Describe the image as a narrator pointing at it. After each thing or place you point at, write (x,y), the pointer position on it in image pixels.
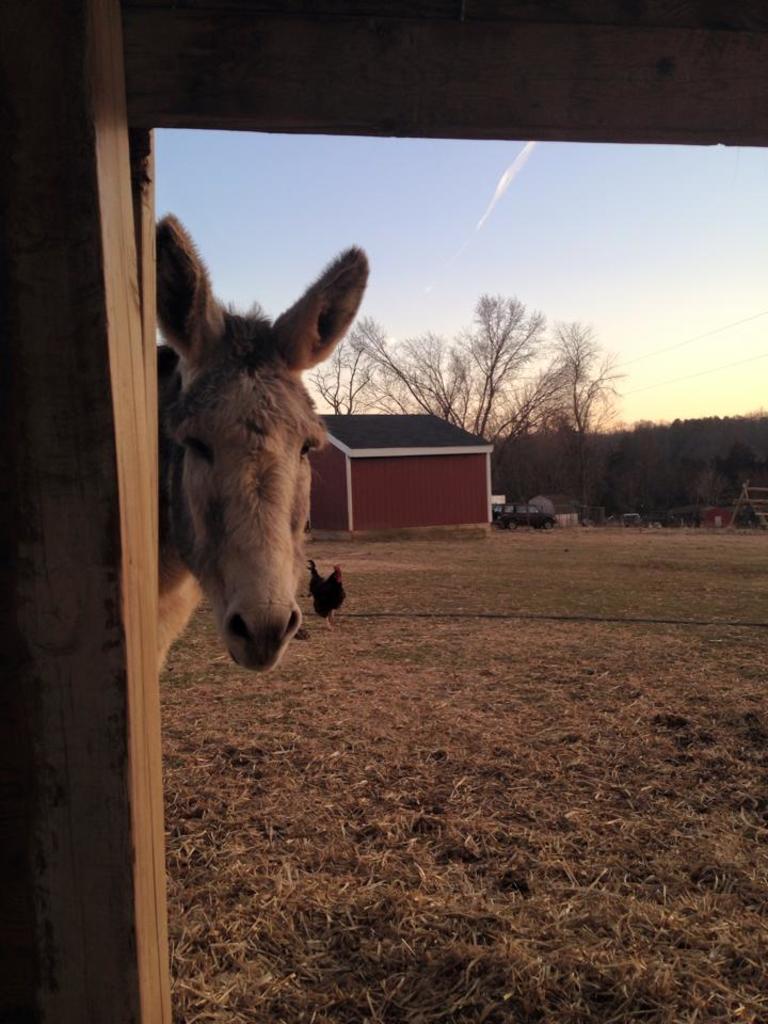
In this image there is a wooden object (153,806) and an animal (220,502) on the left corner (149,607). There is a hen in the foreground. There is ground (594,942) at the bottom (512,891). It looks like a hut (319,482) and there are trees (531,488) in the background (630,482). There is sky (608,343) at the top (605,288).
